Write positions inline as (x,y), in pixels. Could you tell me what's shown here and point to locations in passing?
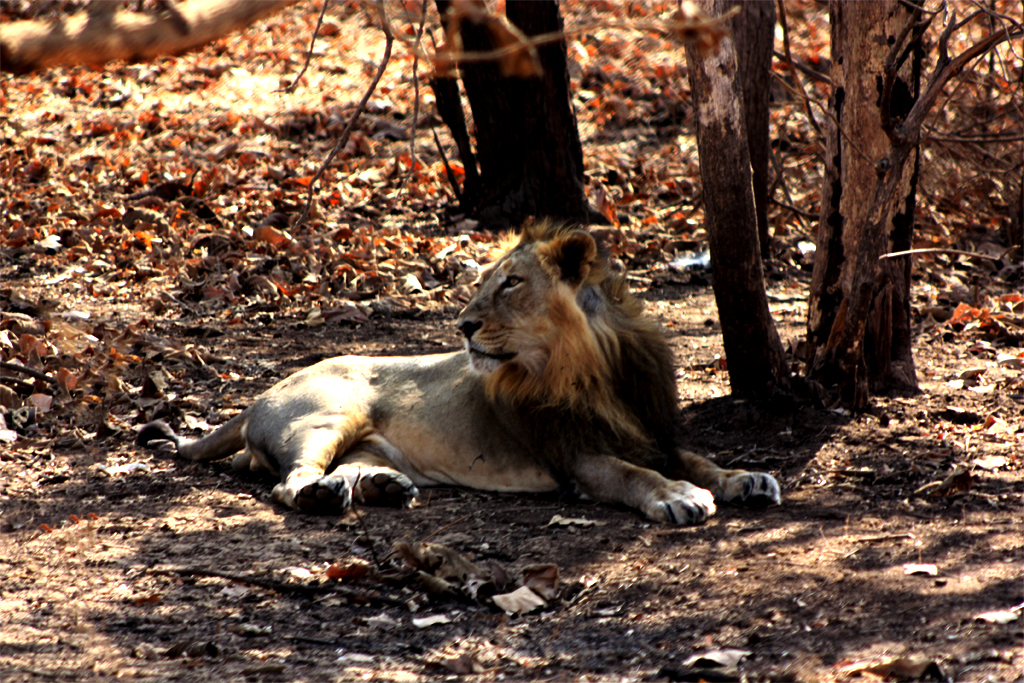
In this image I can see a lion (411,480). There are tree trunks (557,157) and branches (903,130). Also there are leaves (253,264) on the ground (145,390).
